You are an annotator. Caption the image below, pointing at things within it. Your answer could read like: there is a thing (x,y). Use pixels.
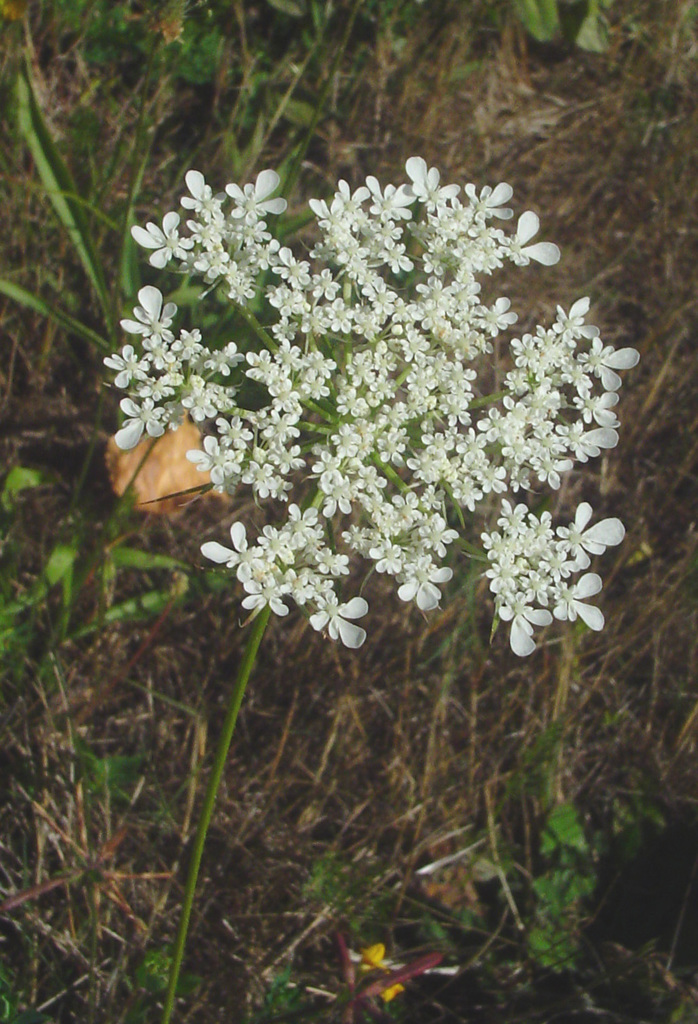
In the middle of the image (452,479), there are white colored flowers (436,495) of a plant (212,465). In the background (151,630), there are other plants (105,115) on the ground (420,810).
